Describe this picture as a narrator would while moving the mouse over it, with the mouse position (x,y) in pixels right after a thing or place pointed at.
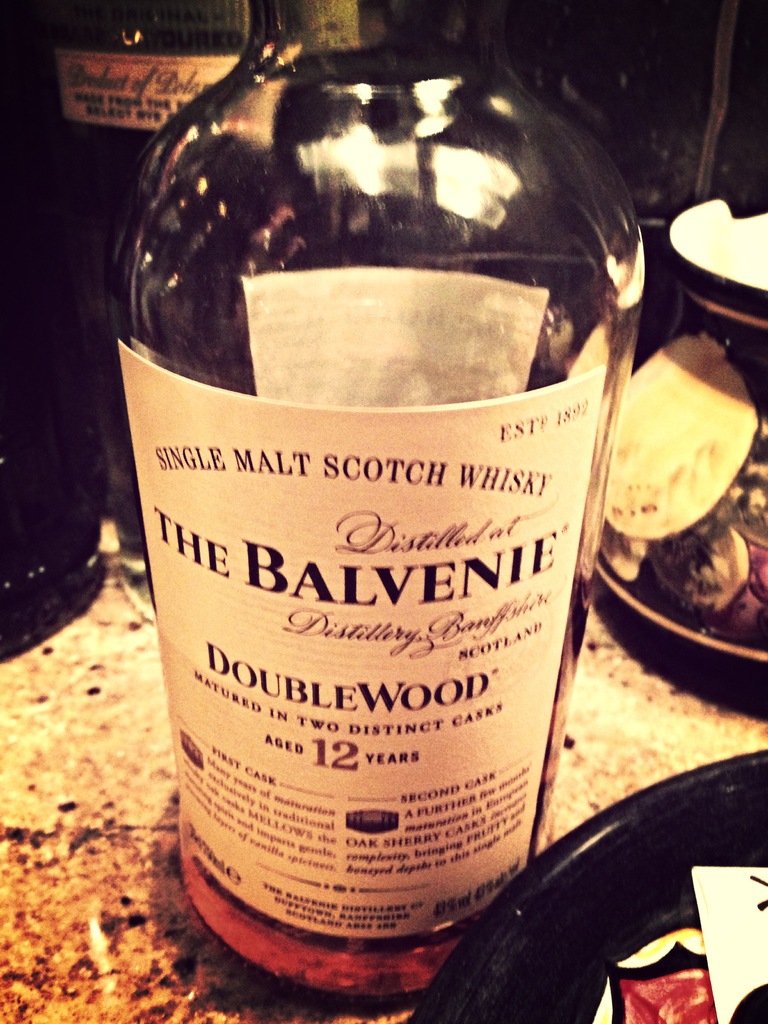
In this picture we can see a bottle (416,469).
